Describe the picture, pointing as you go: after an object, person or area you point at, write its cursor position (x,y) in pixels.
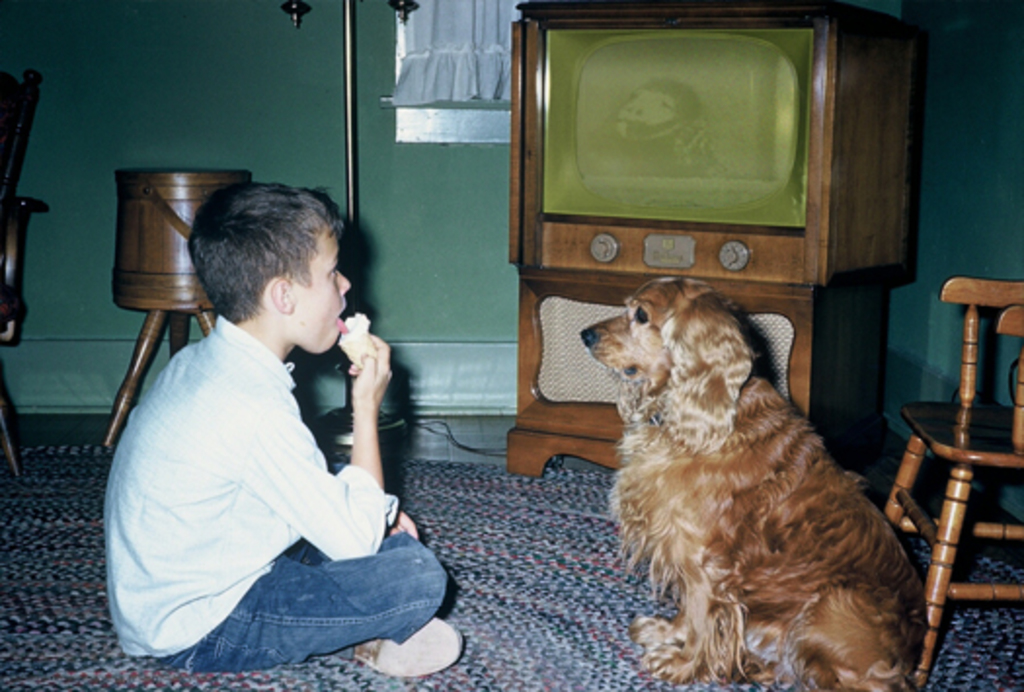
This is the picture in side of the room (392,455). He is sitting in a room (392,422). There was a dog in front of him. He eats ice cream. We can see in the background (348,36) there is a curtain (409,37), drums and stand (344,59) next to it.
